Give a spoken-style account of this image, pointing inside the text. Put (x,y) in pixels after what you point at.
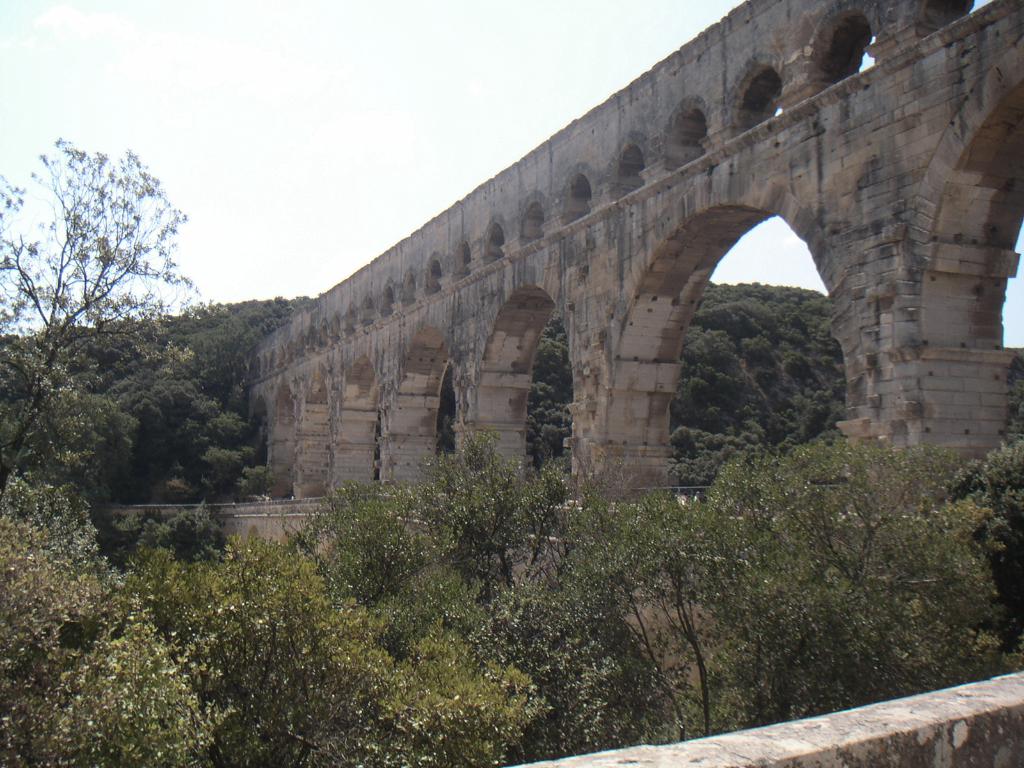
This image consists of a bridge (422,387) to which there are many arches (504,361). At the bottom (231,646), there are trees (300,652). At the top (258,61), there are clouds (258,61) in the sky (234,91).
